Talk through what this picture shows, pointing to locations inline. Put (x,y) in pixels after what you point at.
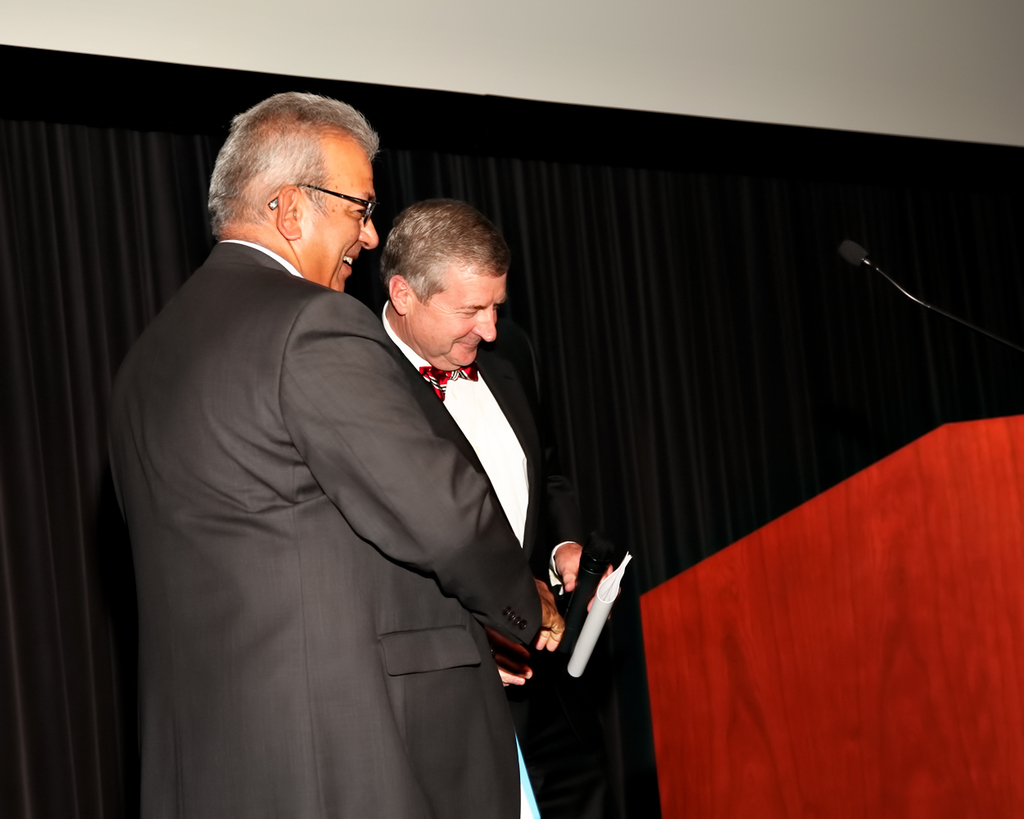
In this image we can this two people (350,526) wearing black blazer (324,425) is standing on the stage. This person (538,560) is holding a mic (594,571) and papers (608,586) in his hands (571,575). There is a podium (966,629) in front of them. In the background (708,356) we can see black curtains (704,306).
